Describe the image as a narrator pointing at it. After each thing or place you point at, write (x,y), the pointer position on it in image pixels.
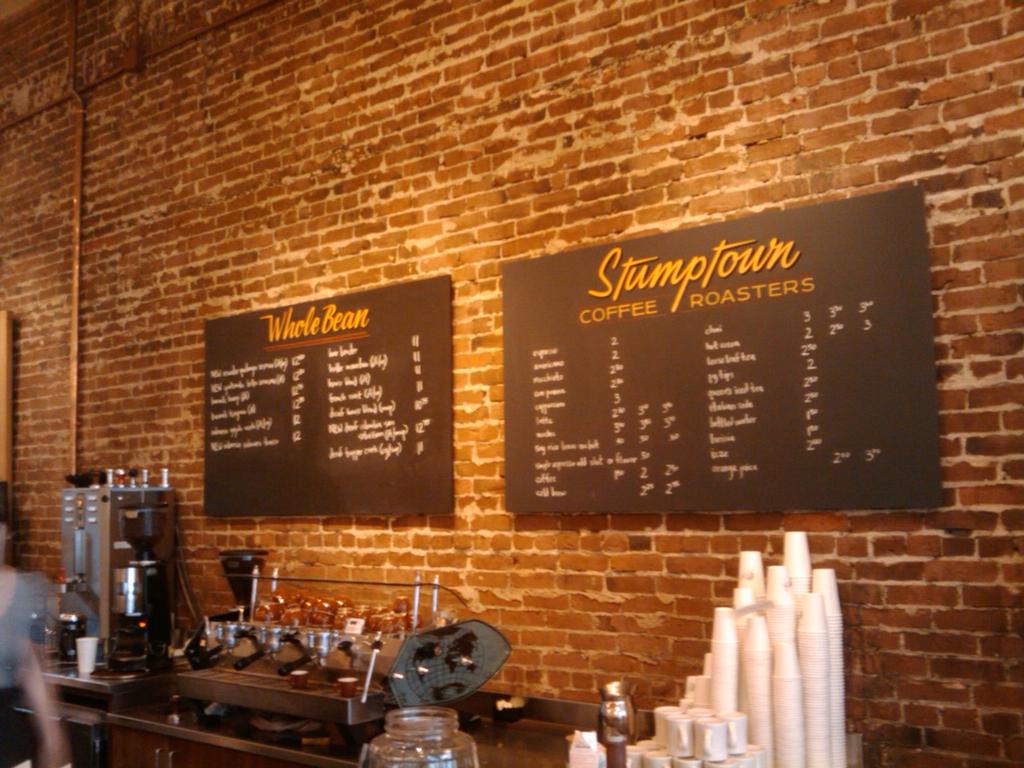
In this picture, there is a wall (307,228) with the bricks (481,202). On the wall (493,247), there are two boards (545,407) with some text (672,408). At the bottom (472,710), there is a table (74,682). On the table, there is a coffee machine (135,597) towards the left (70,597). Beside it, there is a machine (402,640). Towards the right (791,671), there are cups (788,720).
